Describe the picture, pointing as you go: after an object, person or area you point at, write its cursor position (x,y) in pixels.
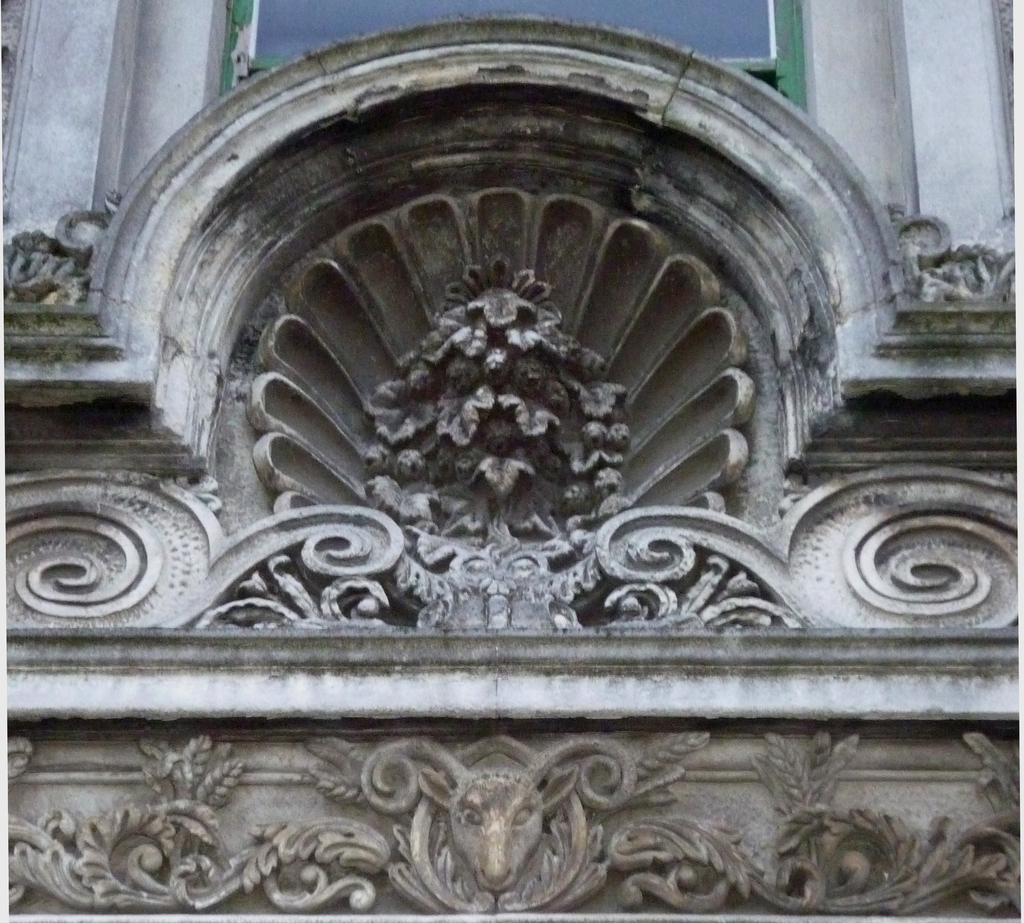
This is a stone carving (735,723).
